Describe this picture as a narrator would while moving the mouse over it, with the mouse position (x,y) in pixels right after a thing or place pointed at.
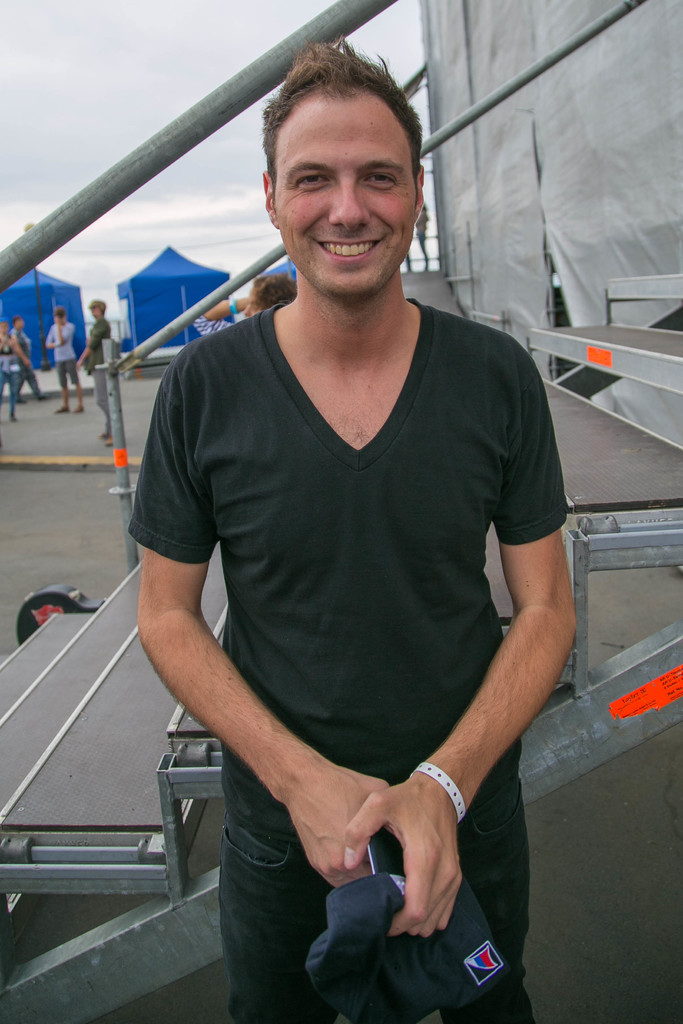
Here in this picture we can see a person (330,379) standing over a place and smiling and behind him we can see stair case (38,666) present and we can also see side railing poles (107,341) present and behind that we can see other number of people (65,375) standing on the ground (134,381) in blurry manner and we can also see tents (195,294) present and we can see the sky (157,251) is cloudy.
